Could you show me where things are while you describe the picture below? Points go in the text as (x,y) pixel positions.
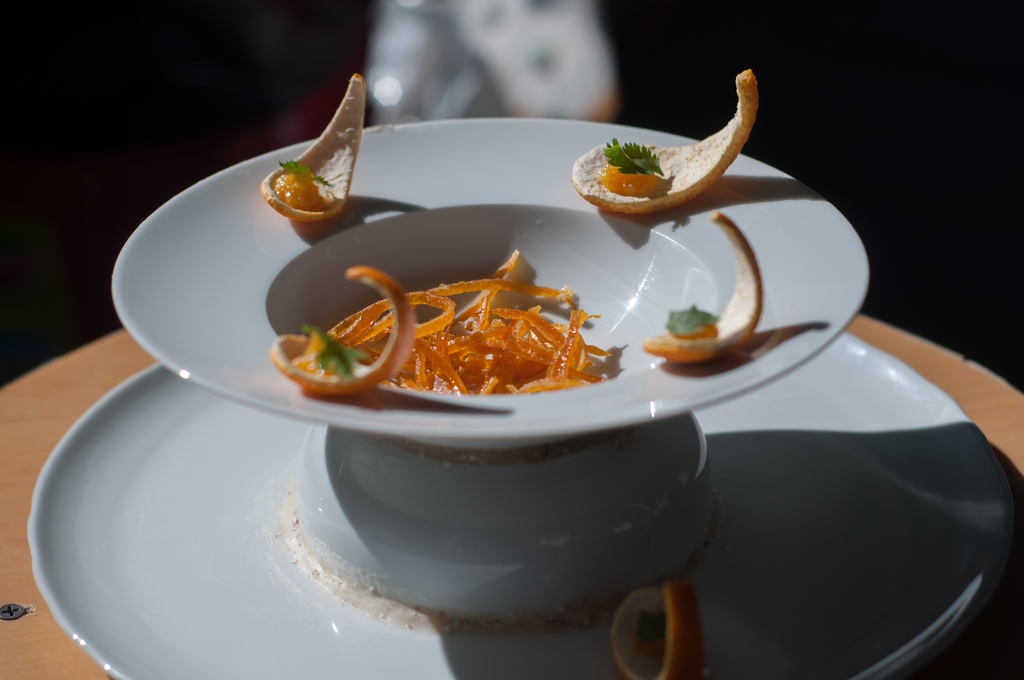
In this image we can see some food (471,306) containing the peel (525,320) of an orange (473,324) in a plate (640,271) which is placed on the table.
